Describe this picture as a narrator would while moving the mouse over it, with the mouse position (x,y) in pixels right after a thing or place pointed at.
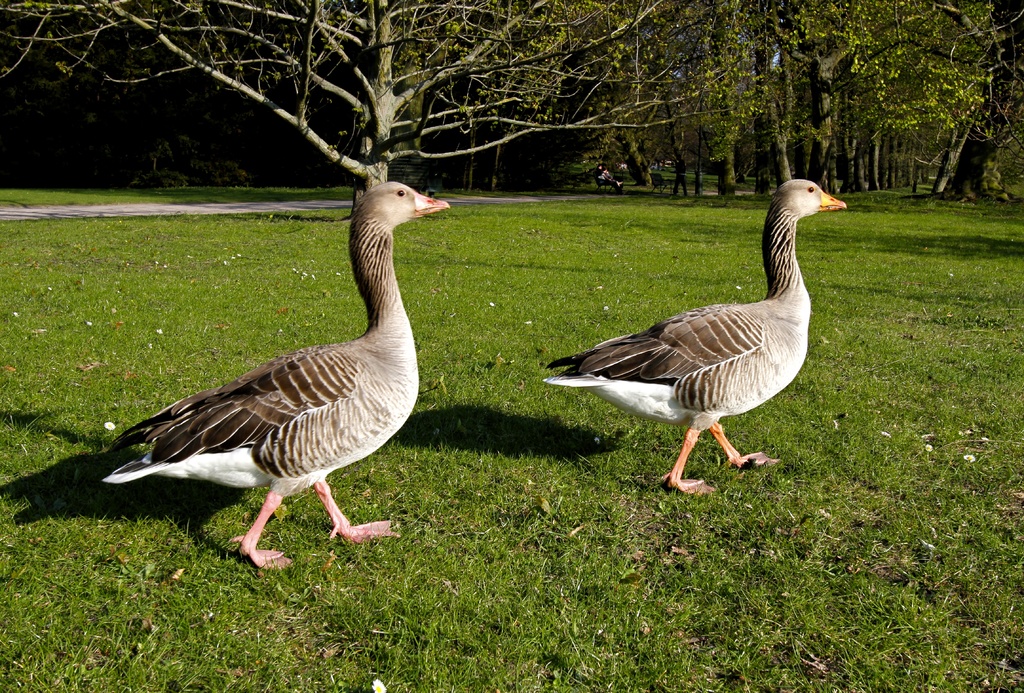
In this image I can see birds (649,409) on the ground (575,491). I can see the birds (361,428) are in white and ash color. In the background (588,108) I can see many trees (456,102).
